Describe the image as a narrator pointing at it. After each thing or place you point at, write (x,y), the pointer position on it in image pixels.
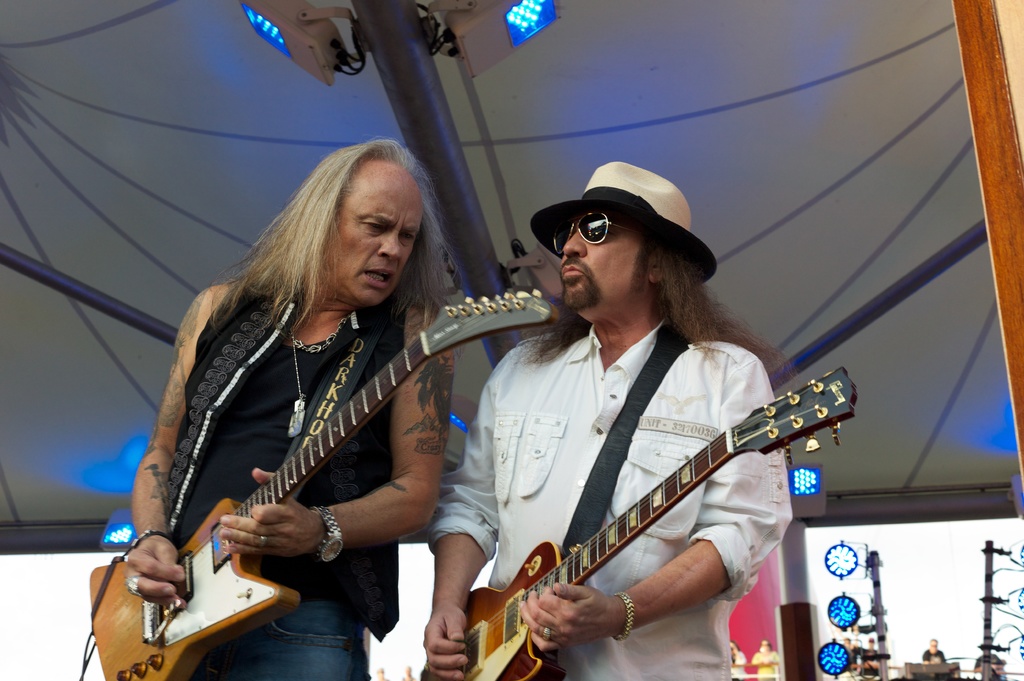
As we can see in the image there is a umbrella (659,64), two people (271,373) standing and holding guitars (520,574), the man (649,567) who is standing on the right side (687,574) is wearing white color shirt (588,435) and goggles (589,229).
